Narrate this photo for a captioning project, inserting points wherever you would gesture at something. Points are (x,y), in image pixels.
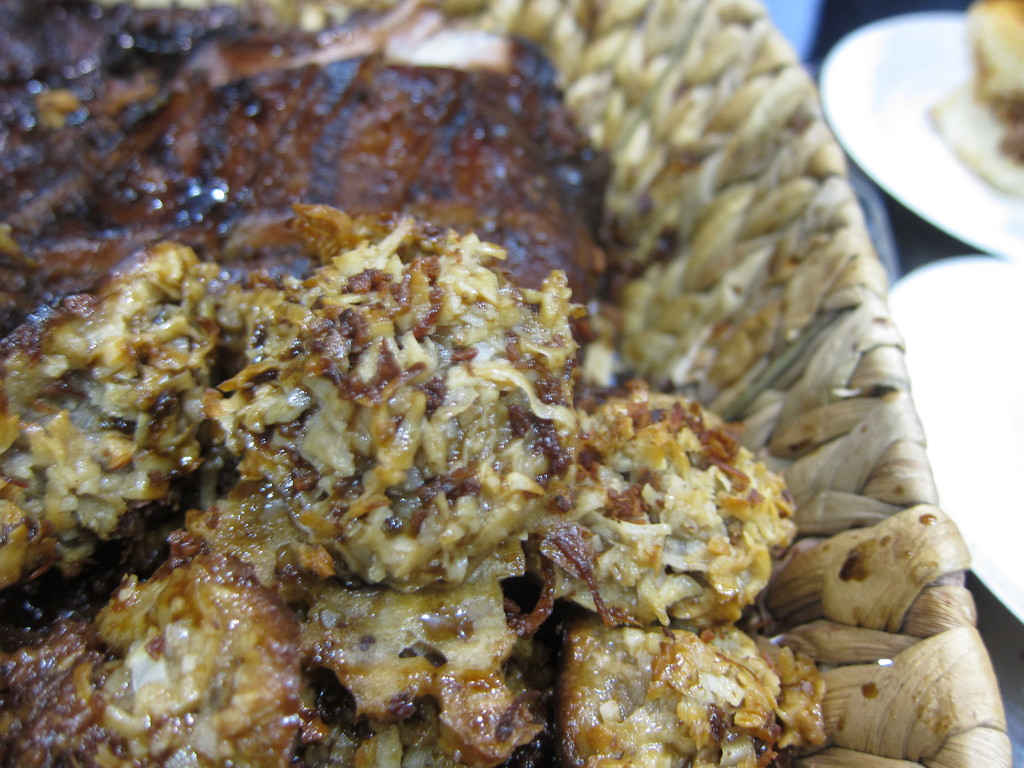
In this picture I can see there is some food (444,452) in the bowl (828,673) and there are two plates (960,232) on to right (990,207). There is some more food (1023,11) placed in the plate (938,51).
